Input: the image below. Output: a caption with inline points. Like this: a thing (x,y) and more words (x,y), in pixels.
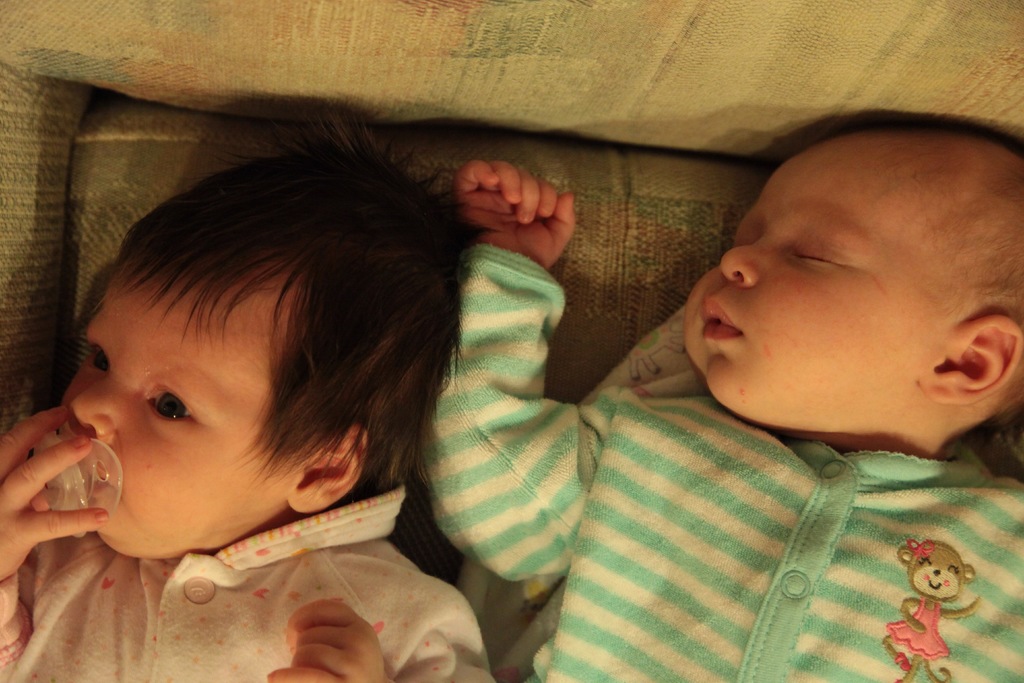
In this image there are two kids (475,489), one of the kid (516,497) is sleeping and the other is awake.
